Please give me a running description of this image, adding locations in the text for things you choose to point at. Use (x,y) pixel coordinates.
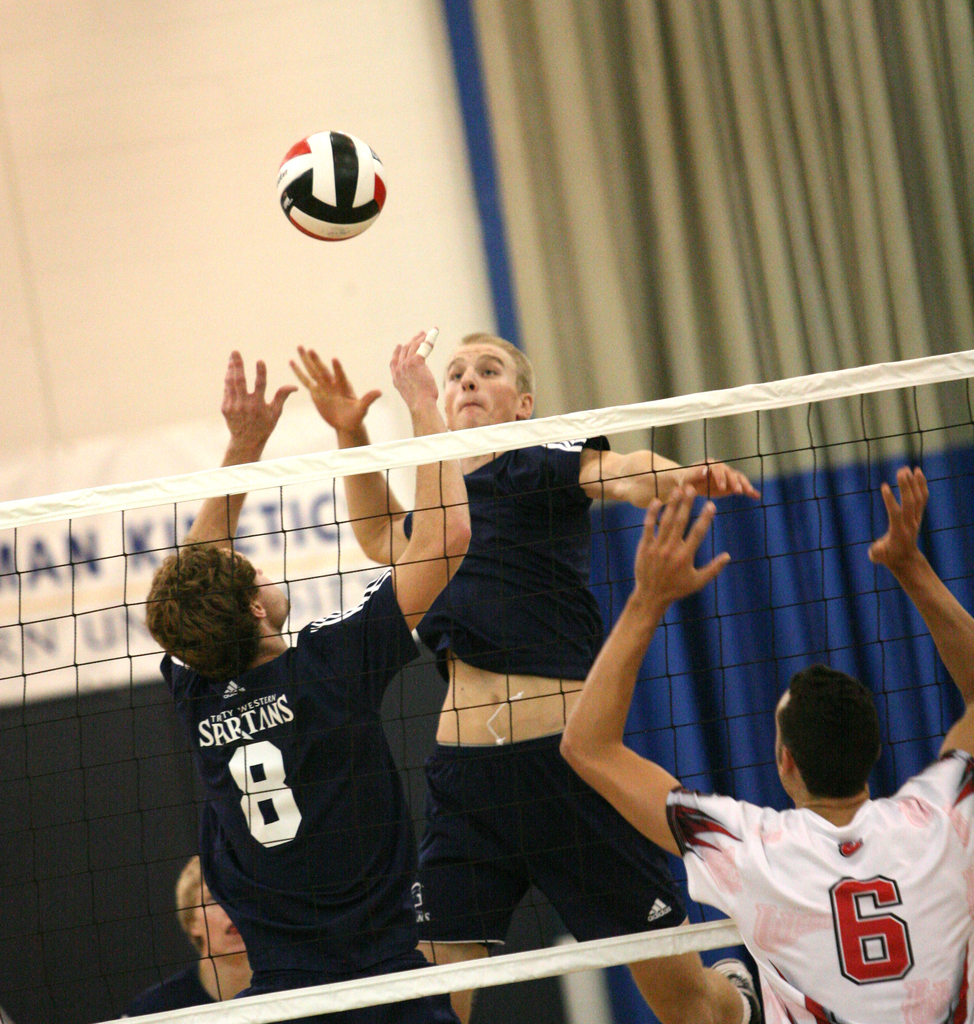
In this image I see 4 men (520,373) and 3 of them are wearing black colored dress (574,619) and one of them is wearing white colored and I see a net (970,415) in front (922,746) and there is a ball (375,159) on the top (301,206) which is of white, black and red in color.
